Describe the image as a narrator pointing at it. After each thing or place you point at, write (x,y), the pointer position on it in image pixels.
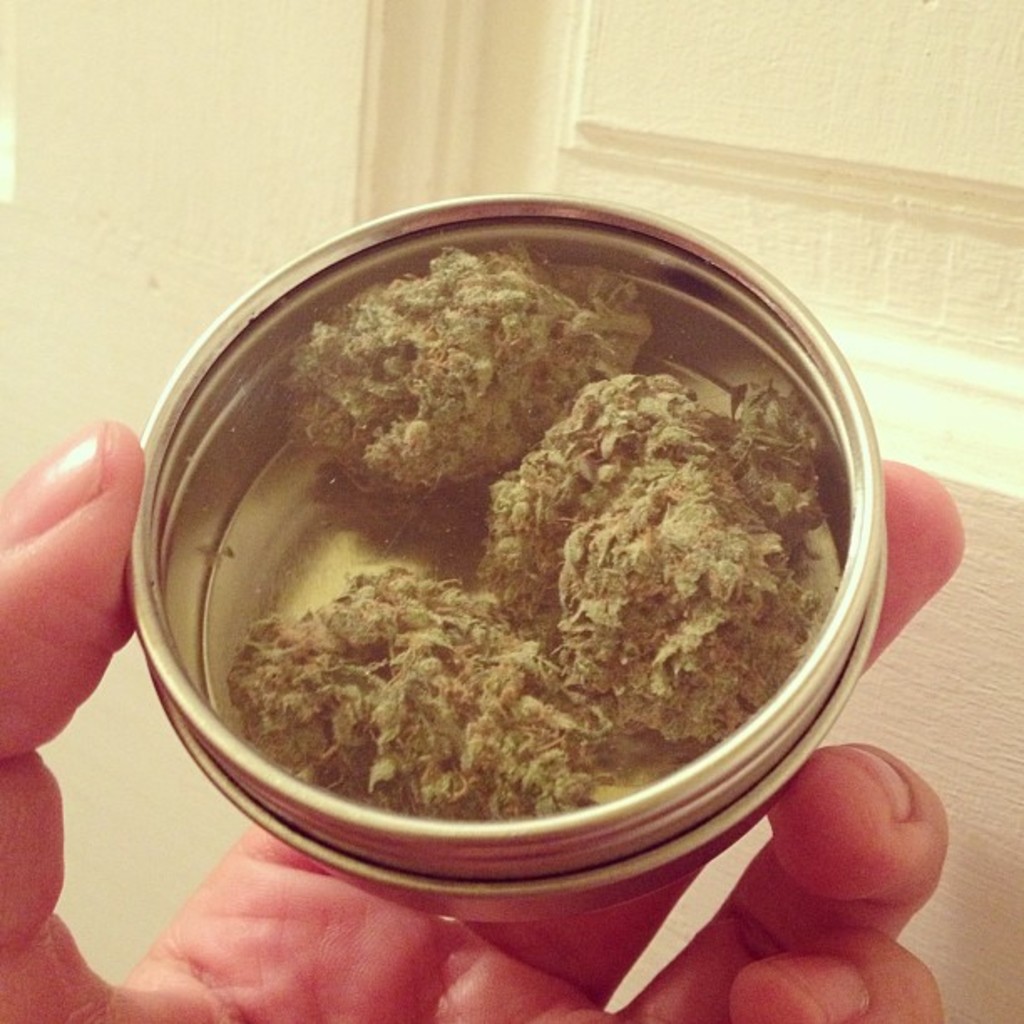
In this image we can see a hand (220,977). A person (413,962) is holding some object (557,520) in the image.
